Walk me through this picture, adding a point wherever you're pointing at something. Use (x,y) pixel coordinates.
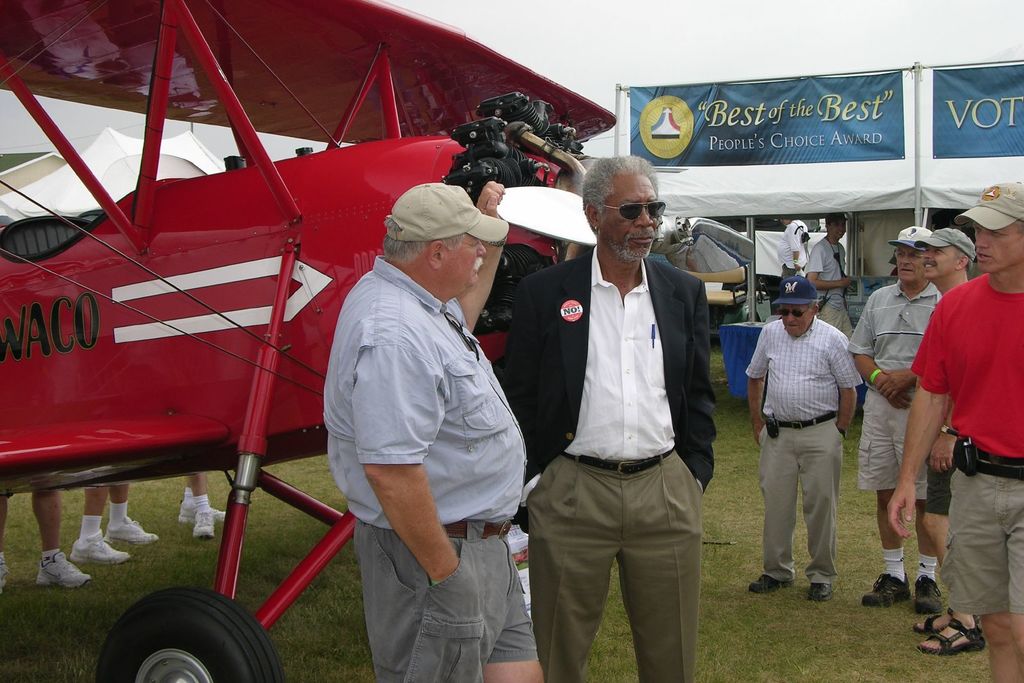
In this image there are some people (690,419) who are standing and on the left side (244,335) there is a vehicle (174,380), and on the right side (789,154) there are some boards (966,131) and tents (874,228) and some people (788,273) and also there are some tables (731,330). On the top of the image (671,50) there is sky (815,42).
